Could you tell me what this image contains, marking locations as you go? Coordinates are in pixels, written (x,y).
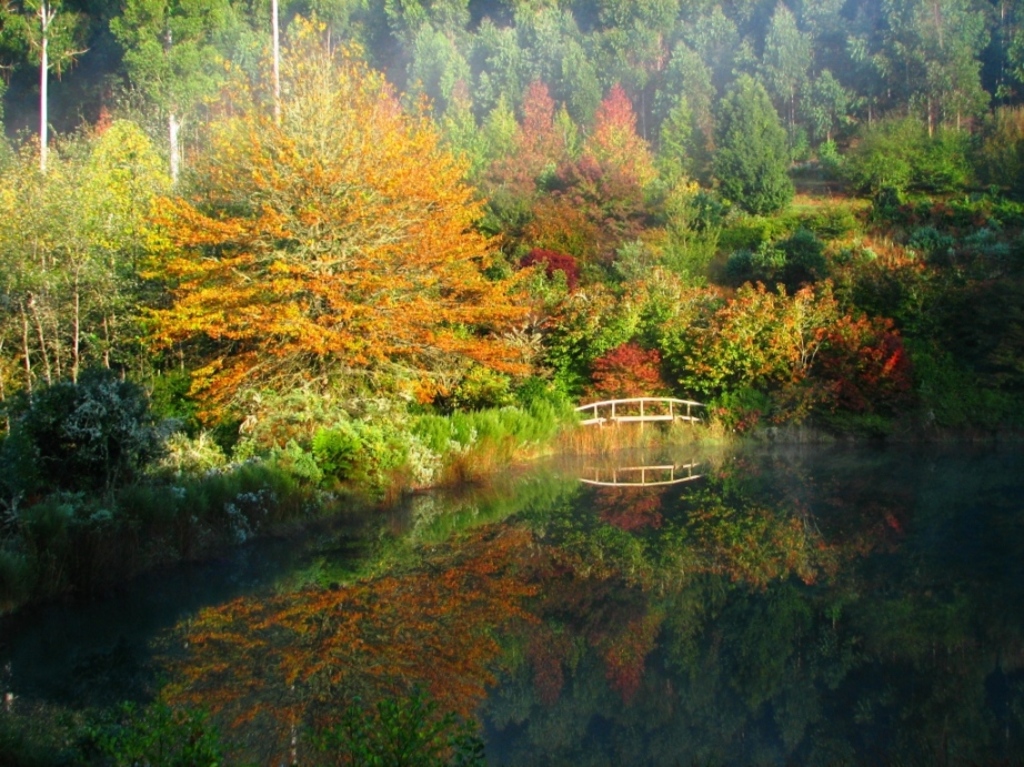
In this picture we can see some trees (623,138), there is water (572,483) in the middle (672,476), we can also see railing (643,413) in the middle (657,404).
